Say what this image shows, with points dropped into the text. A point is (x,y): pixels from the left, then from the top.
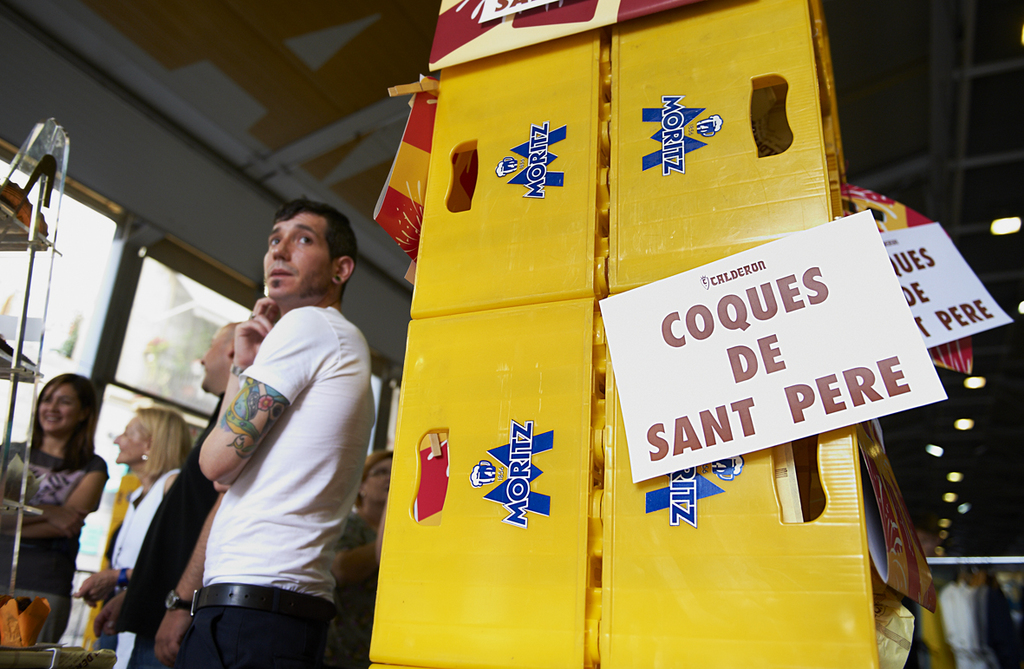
In the picture I can see big board (555,462) to it we can see some papers (751,367) are sticked, beside we can see some people (224,439) are standing in front of the glass stand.
